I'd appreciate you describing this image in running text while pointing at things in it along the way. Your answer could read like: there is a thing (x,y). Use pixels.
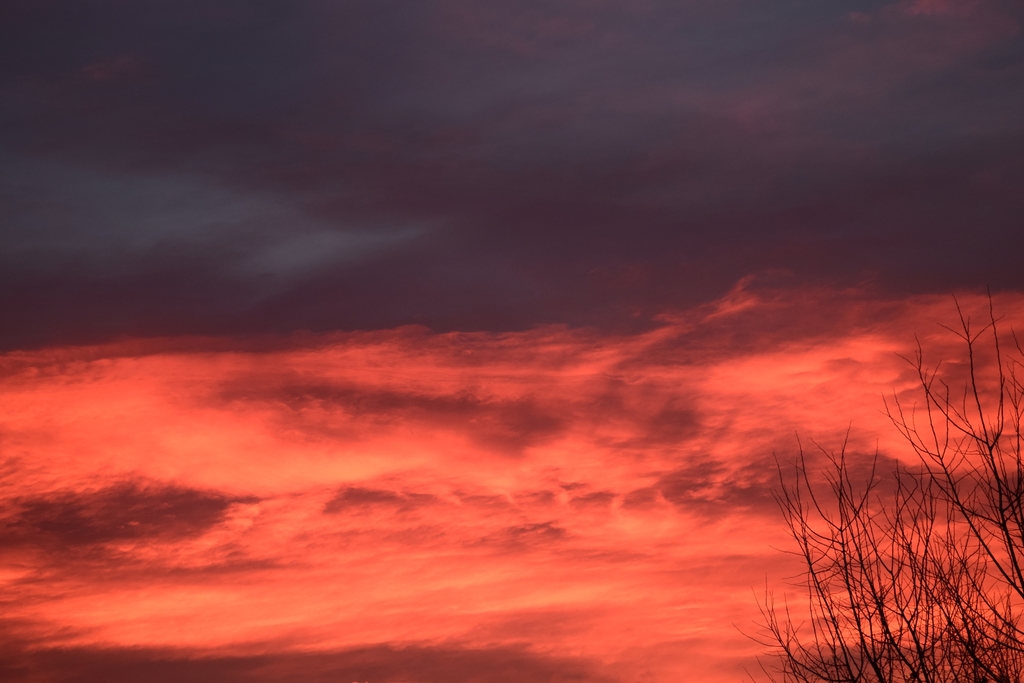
On the right side of the image (1004,667) there is a dry tree (903,536) and in the background (399,423) there is the sky (471,312).
